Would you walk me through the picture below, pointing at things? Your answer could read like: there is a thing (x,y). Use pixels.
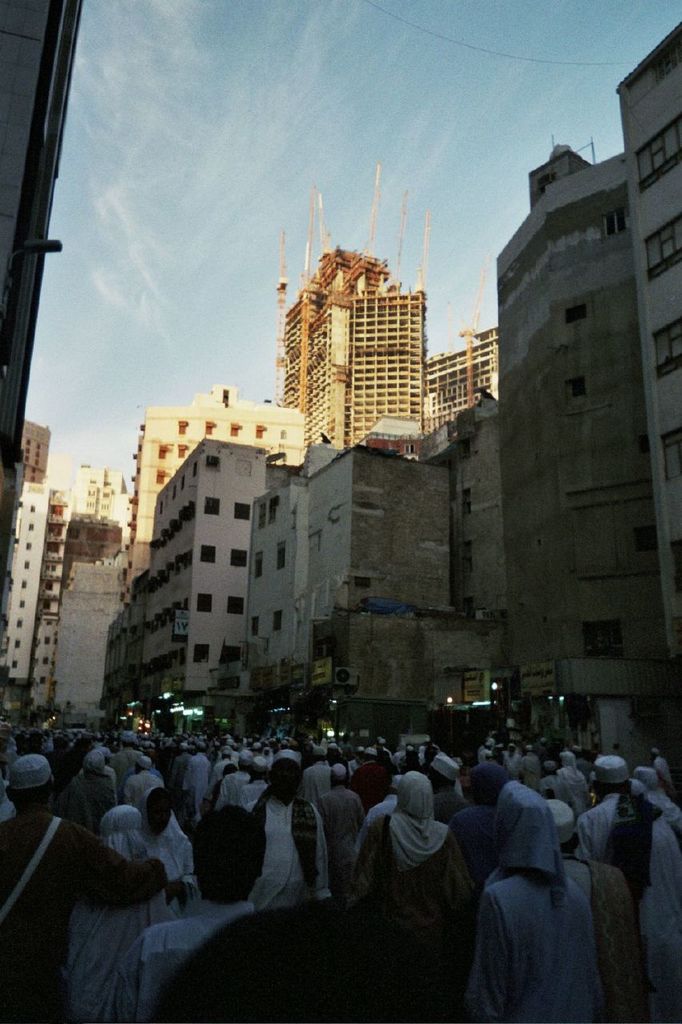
In this picture we can see some people (178,802) standing on the path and behind the people (149,759) there are buildings (306,405) and sky (220,93).
